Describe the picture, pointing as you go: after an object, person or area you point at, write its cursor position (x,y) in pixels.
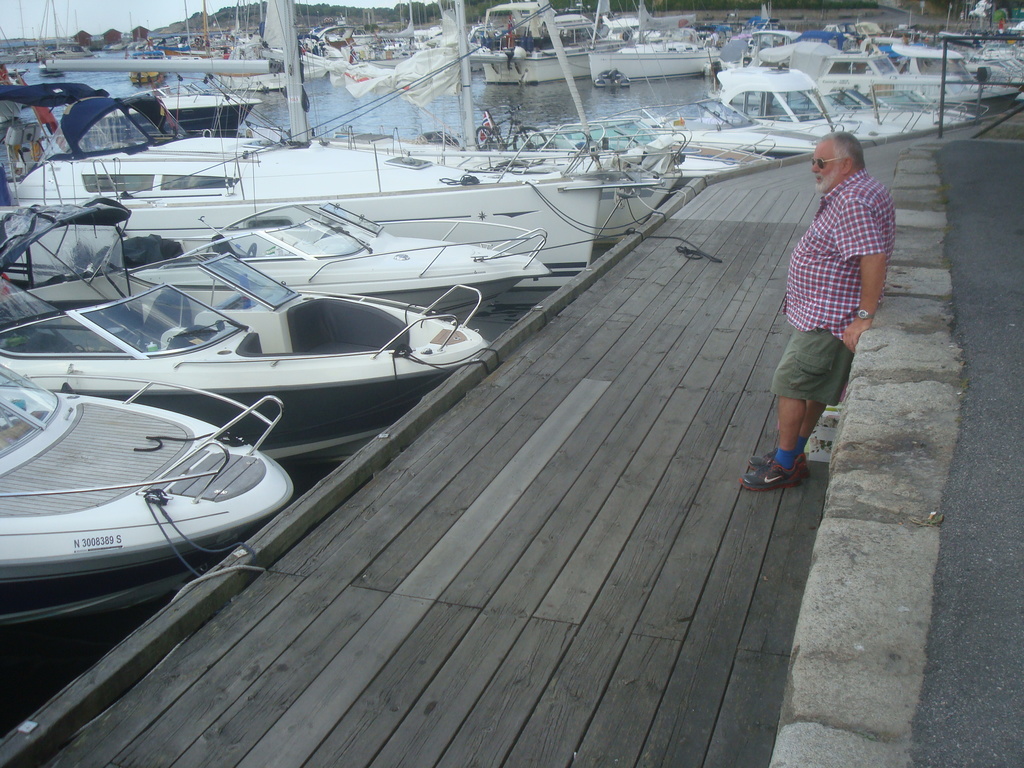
In the right side (873,177) a man (874,282) is standing, he wore a shirt (851,278), short (828,333). In the left side (207,554) few boats (597,238) are parked which are in white color and this is water (540,104) in the middle of an image (504,304).
